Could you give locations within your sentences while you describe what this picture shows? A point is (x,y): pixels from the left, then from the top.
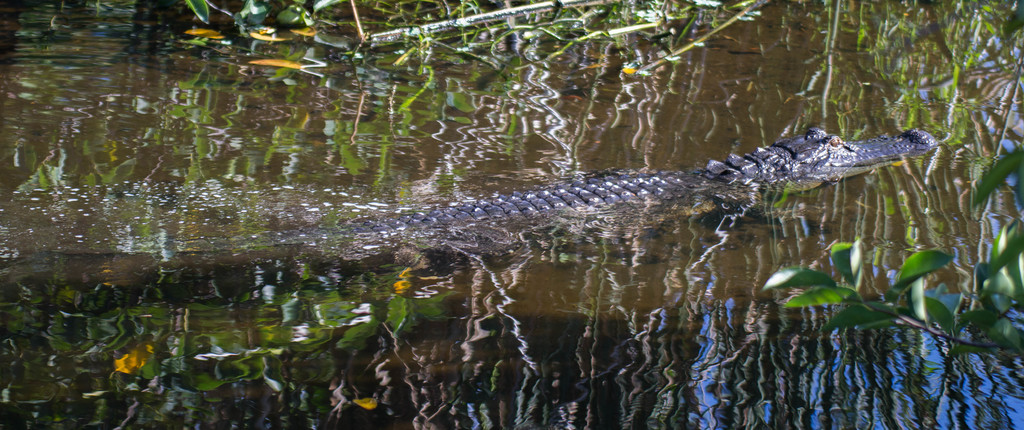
In this picture I can see there is a crocodile (684,173) in the water (486,302) and there are plants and leaves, mud (700,269) in the water (675,303).
